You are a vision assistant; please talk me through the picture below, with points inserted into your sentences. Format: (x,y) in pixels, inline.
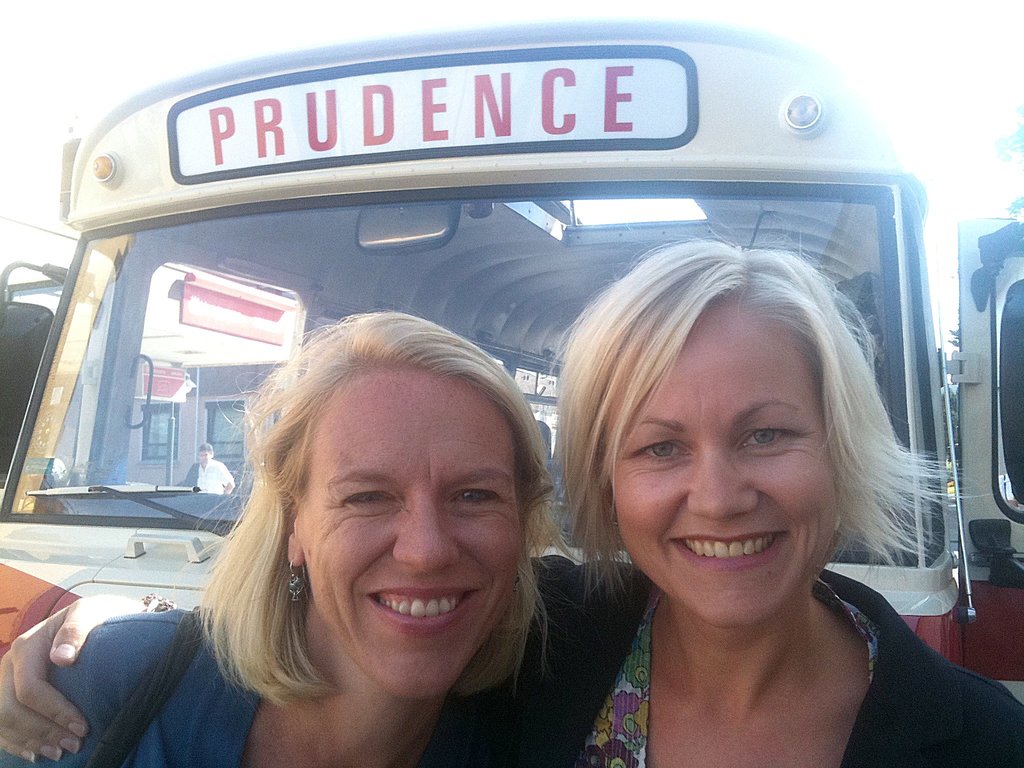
At the foreground of the image (552,615) there are two lady persons (458,660) who are hugging each other and at the background of the image (594,251) there are some buses (587,257).
